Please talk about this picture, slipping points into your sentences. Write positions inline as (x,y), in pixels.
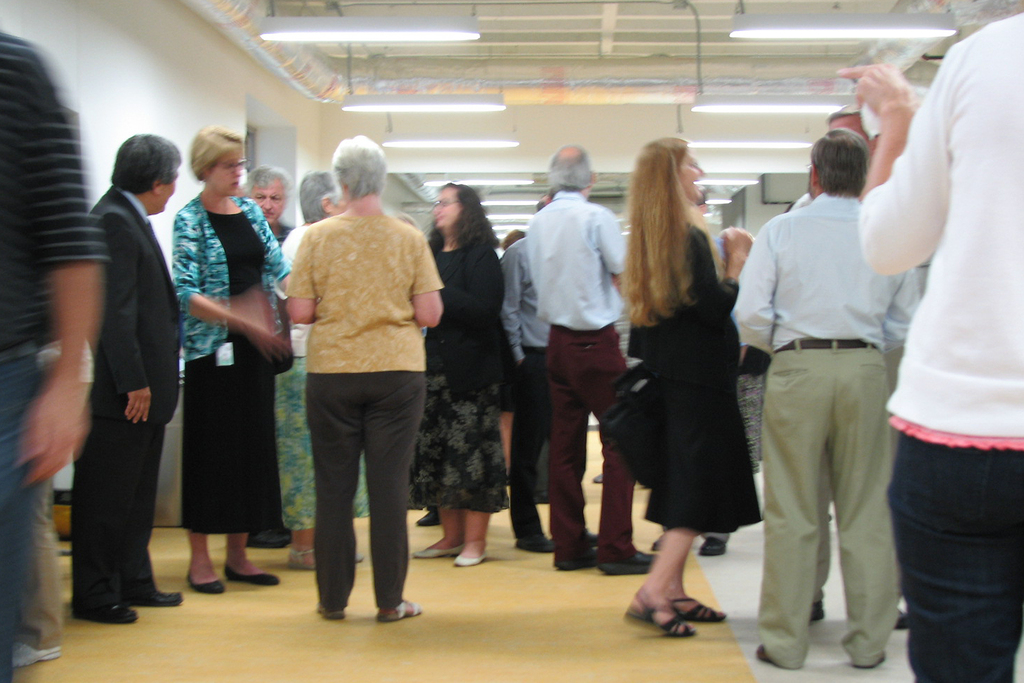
In the picture I can see a group of people (77,564) standing on the floor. I can see a few of them (205,504) having a conversation and a few of them (674,405) are laughing. I can see the lighting arrangement (325,21) on the roof (581,42).
